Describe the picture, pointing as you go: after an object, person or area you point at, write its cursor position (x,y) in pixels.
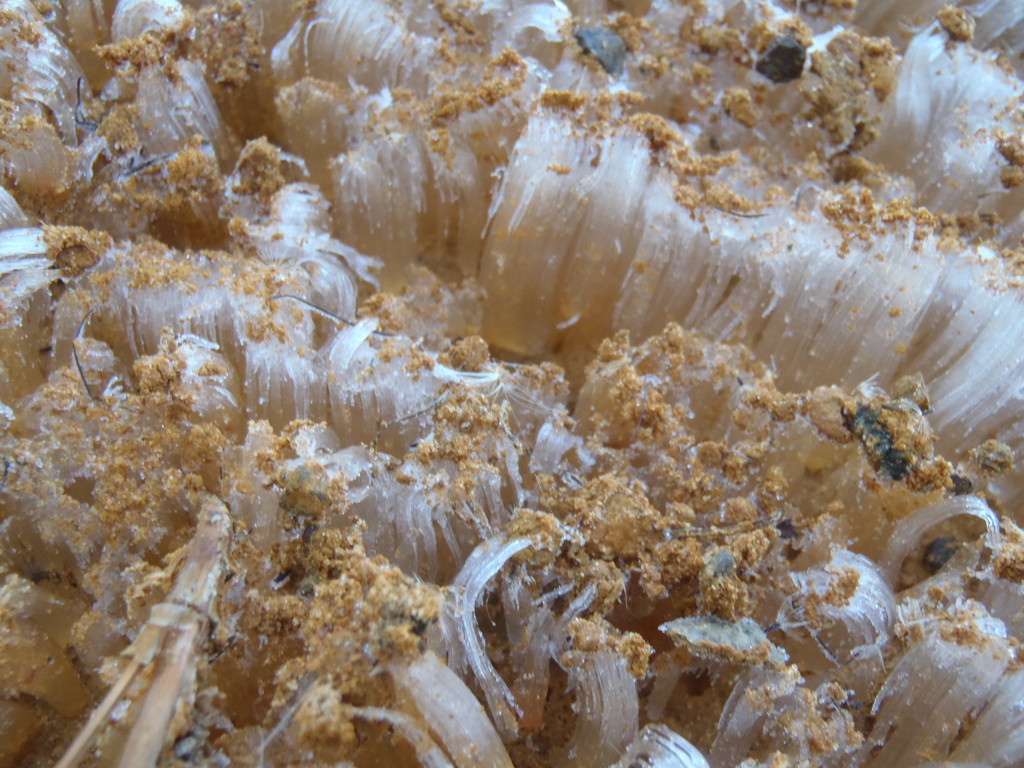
In this picture we can see needle ice (427,478).
